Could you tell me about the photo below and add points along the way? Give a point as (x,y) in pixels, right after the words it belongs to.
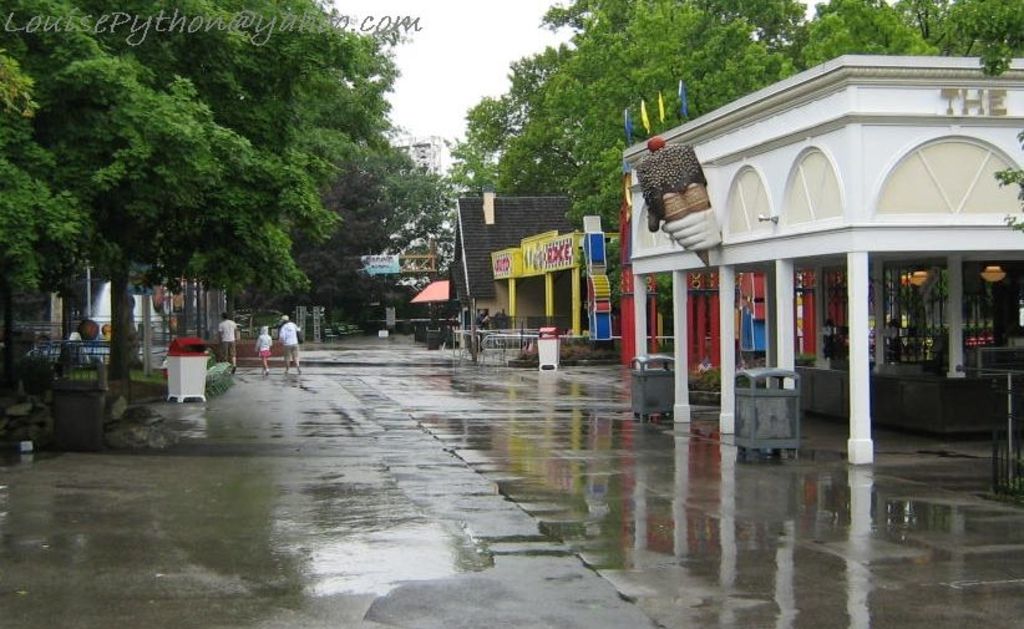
The picture is taken outside on the road (444,422) where at the right corner (779,160) one ice cream parlour (983,286) is present and in front of that there are two dustbins (791,434) are placed and beside that there are another buildings (574,329) are present and coming to the left corner of the picture (169,386) three people (234,360) are walking on the road (307,378) where one white colour dust bin (187,386) is present and there are trees (751,51) which are surrounded the buildings (880,69).
